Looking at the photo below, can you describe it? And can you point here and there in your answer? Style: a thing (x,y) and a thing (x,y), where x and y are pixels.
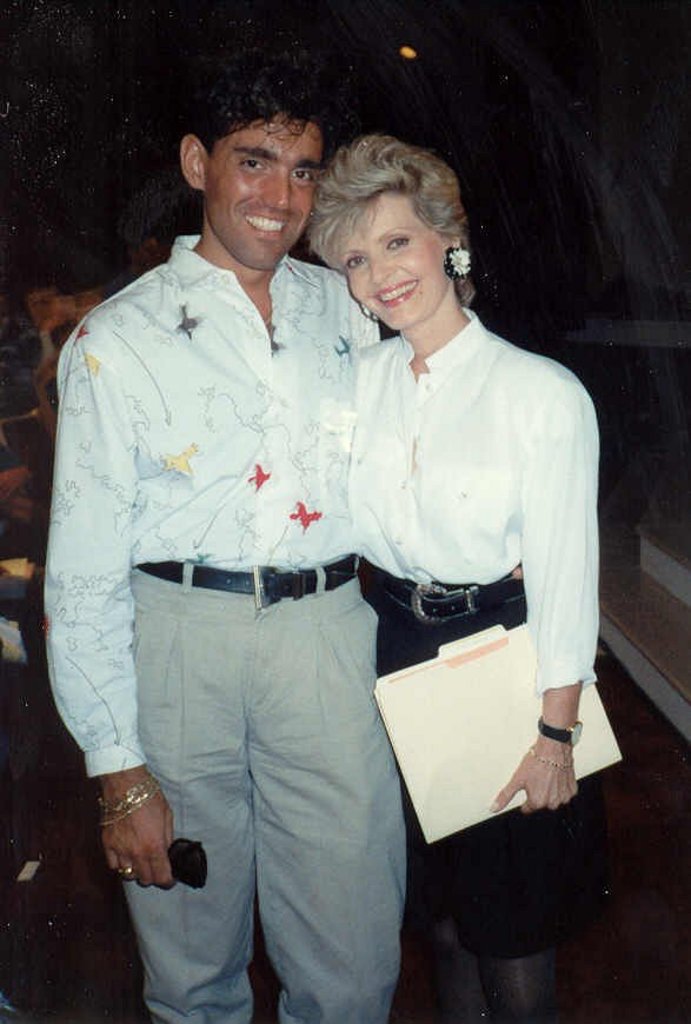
In the foreground of the image (517,452) we can see two persons (534,761) standing. One woman (479,527) is holding a file (528,736) in her hand (552,780). One person (389,820) is holding goggles (183,874) with his hand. In the background (44,406), we can see some objects (24,652) placed on the ground (11,694), stairs (657,590) and some lights (407,56).
